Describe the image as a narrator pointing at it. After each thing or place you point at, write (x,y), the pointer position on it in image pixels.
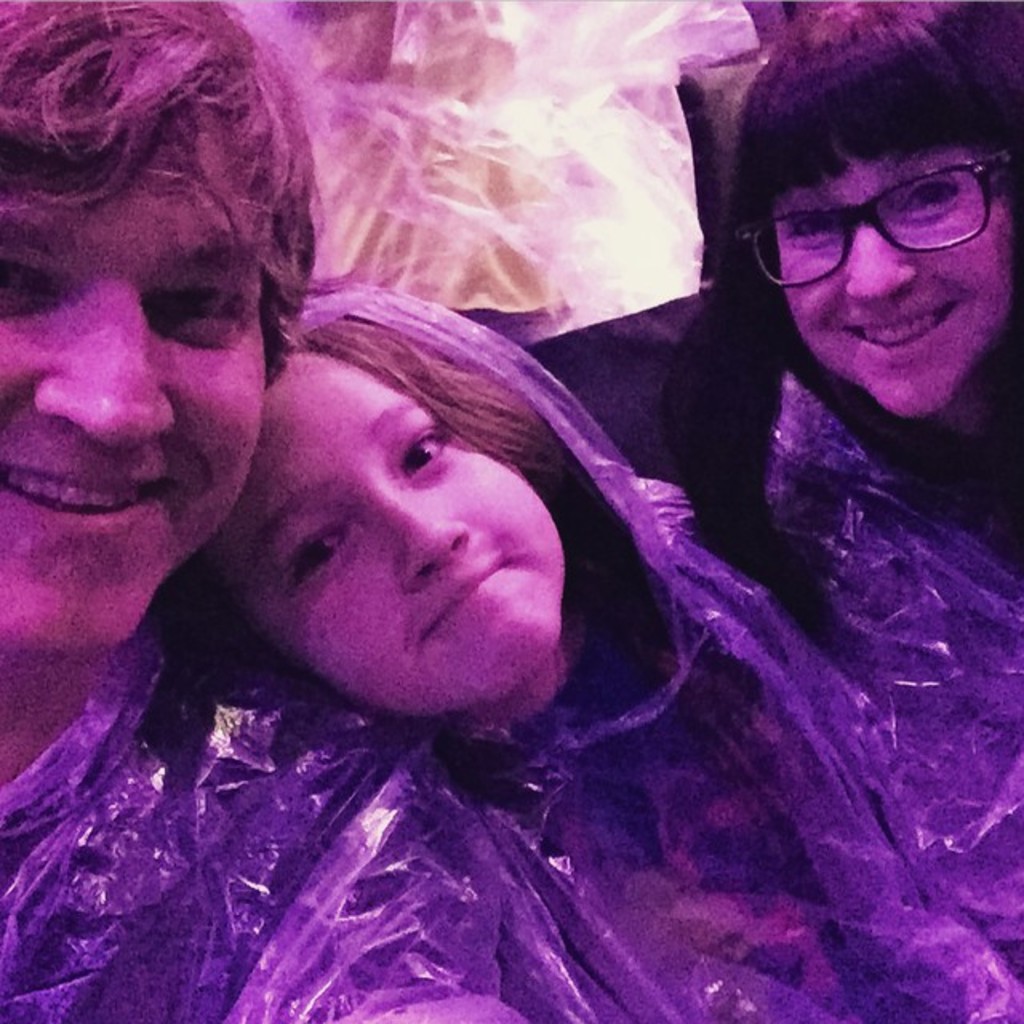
In the image few people (935,771) are sitting and smiling. Behind them there is a plastic sheet (539,232).
